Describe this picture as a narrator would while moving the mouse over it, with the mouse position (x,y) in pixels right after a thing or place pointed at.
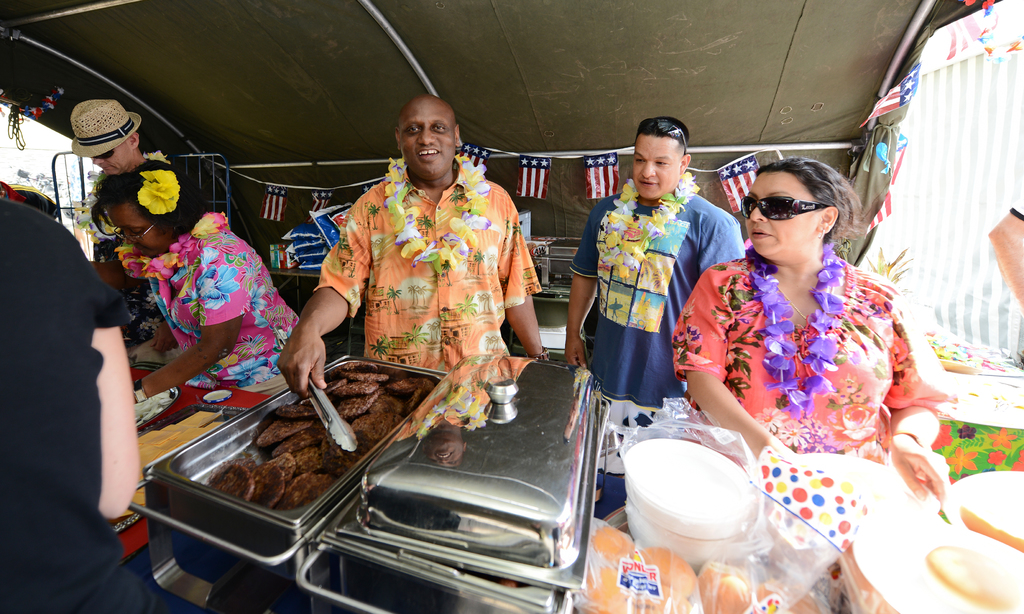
In this image there are a few people (508,291) standing in front of the table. On the table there many food items (176,439) placed on it, one of them is placed some object (338,437) in the dish (327,446). At the top (420,93) there is a tent (420,65). Back of them there are few flags (592,185) and some other objects (552,248) placed in a rack (546,276).
